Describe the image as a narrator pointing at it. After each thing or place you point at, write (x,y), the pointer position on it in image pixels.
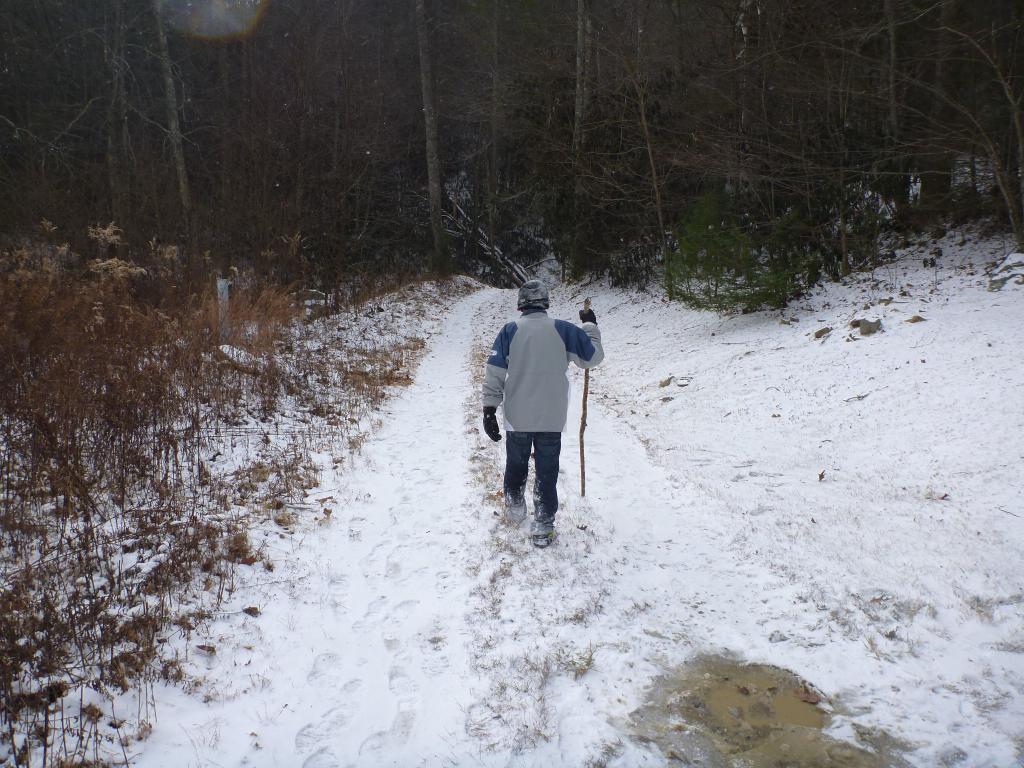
In this picture we can see a man (553,406) is walking in the snow (499,566), and he is holding a stick (581,472), in the background (668,222) we can see few trees (672,167).
